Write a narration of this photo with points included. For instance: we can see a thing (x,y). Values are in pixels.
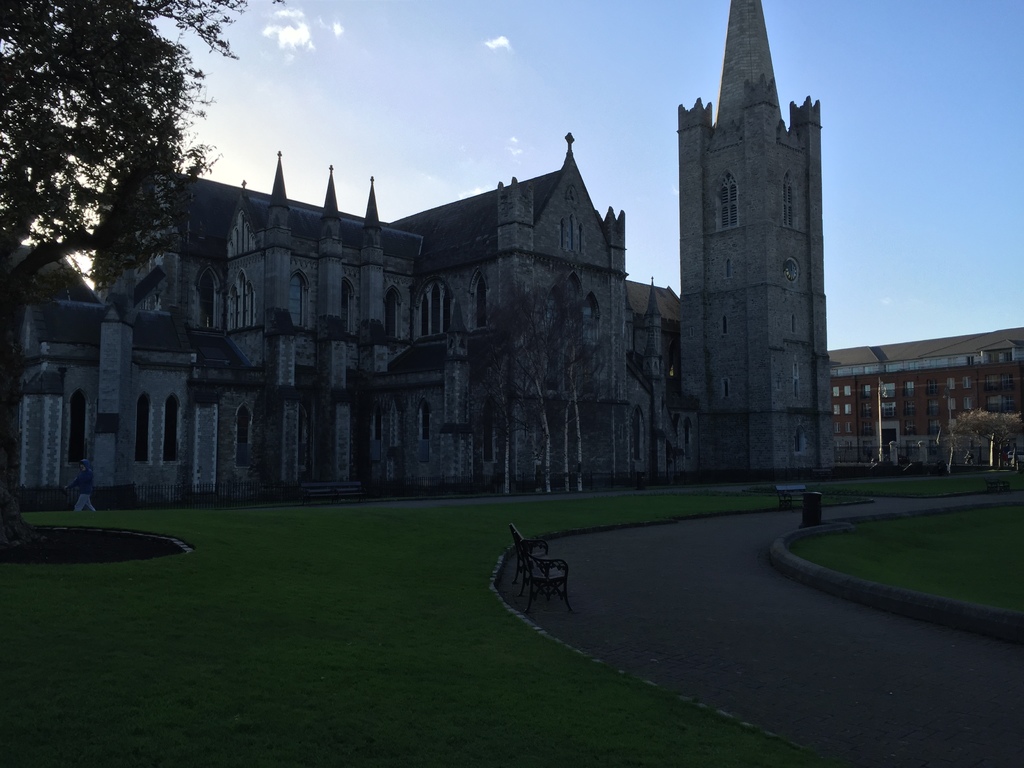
In this image we can see grass (361,531) on the ground (574,497) and there is a bench (514,531) and a dustbin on the road (781,596). On the left (116,7) and right side we can see trees (146,75) and person (87,496) is walking at the fence (123,504) on the left side (152,509). In the background (383,401) there are buildings (33,417), windows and clouds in the sky (439,149).
